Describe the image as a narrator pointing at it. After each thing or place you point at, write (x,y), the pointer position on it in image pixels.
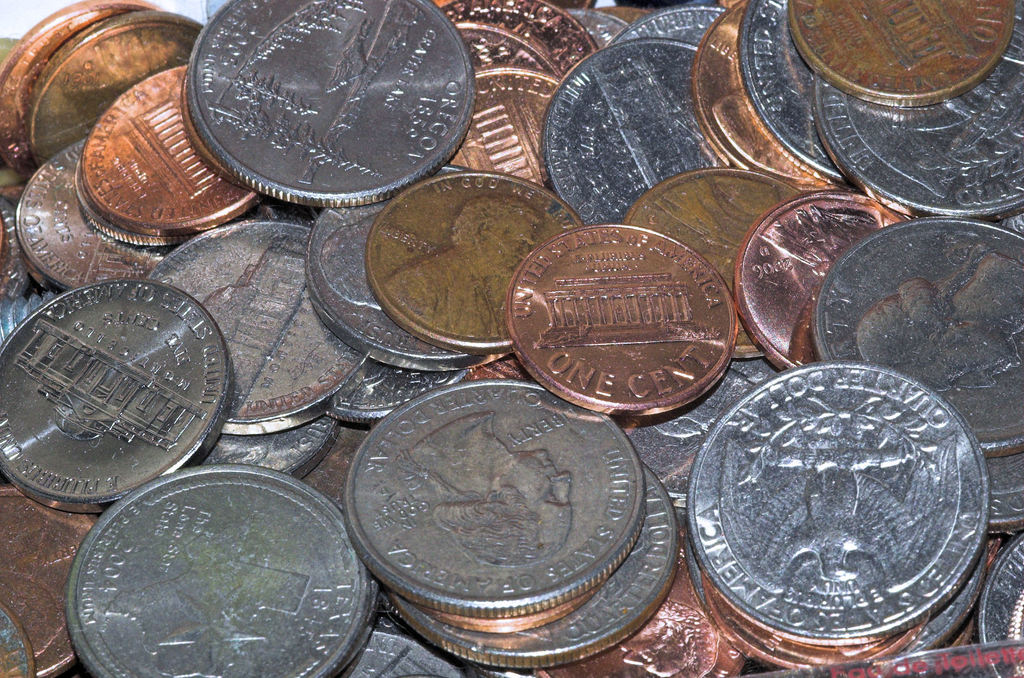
In this image we can see three different color coins (569,237).
